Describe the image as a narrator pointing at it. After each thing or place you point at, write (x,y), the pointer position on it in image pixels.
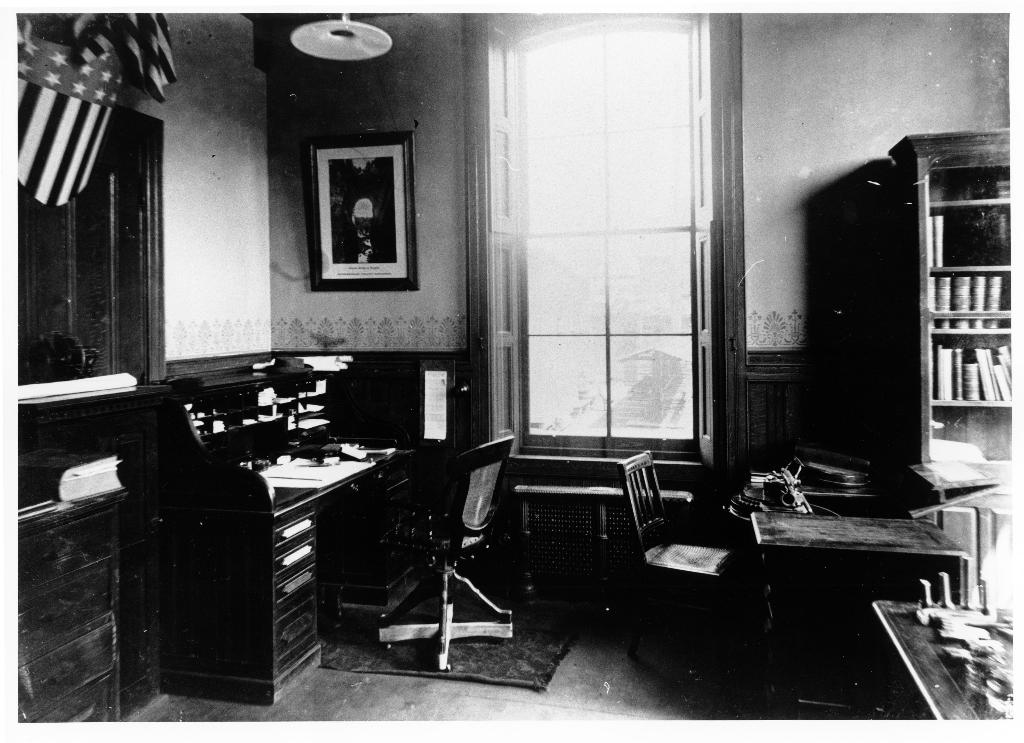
In this picture I can see a window (597,327). On the right side (968,421) I can see a shelf (968,421) which has some objects (949,353). I can also see tables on the right side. On the left side (234,544) I can see a table (304,529) on which some objects (285,460) on it. I can also see a wall (440,173) which has a photo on it. In the middle (583,489) I can see chairs (439,620) and other objects (583,489) on the floor (590,648). This picture is black and white in color.
